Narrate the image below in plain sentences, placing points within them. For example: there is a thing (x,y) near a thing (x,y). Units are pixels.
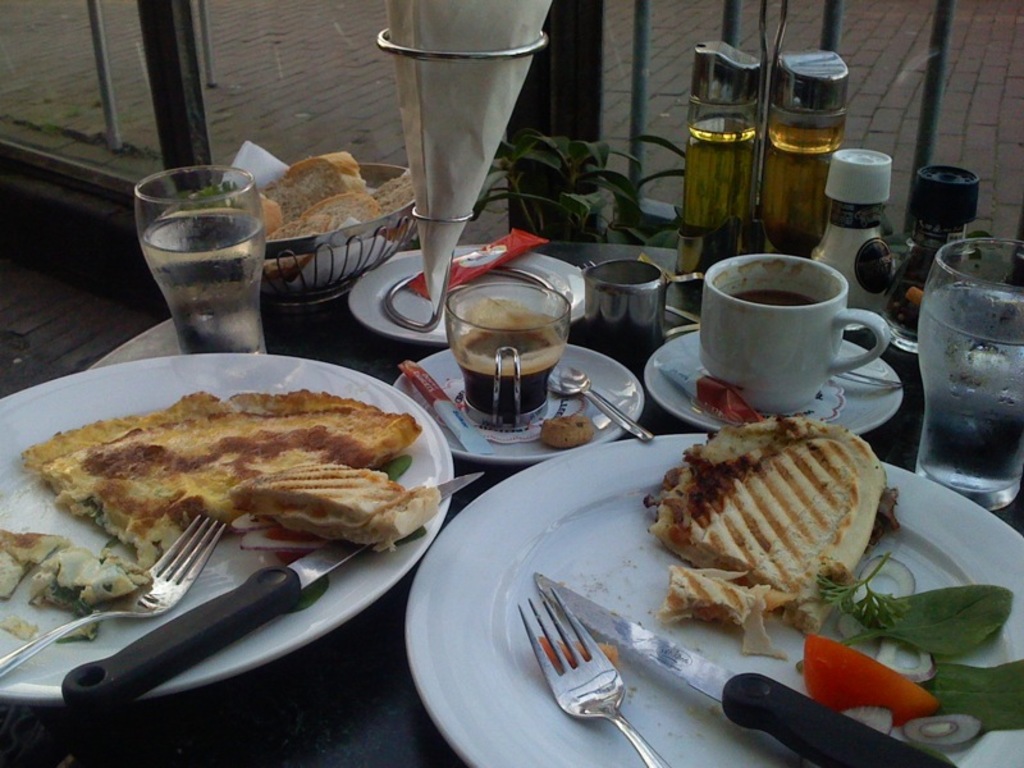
This is the picture of a table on which there are some plates (491,543), knives (179,626), glasses (945,280), bottles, cups (812,311) and some tissues (248,157).
